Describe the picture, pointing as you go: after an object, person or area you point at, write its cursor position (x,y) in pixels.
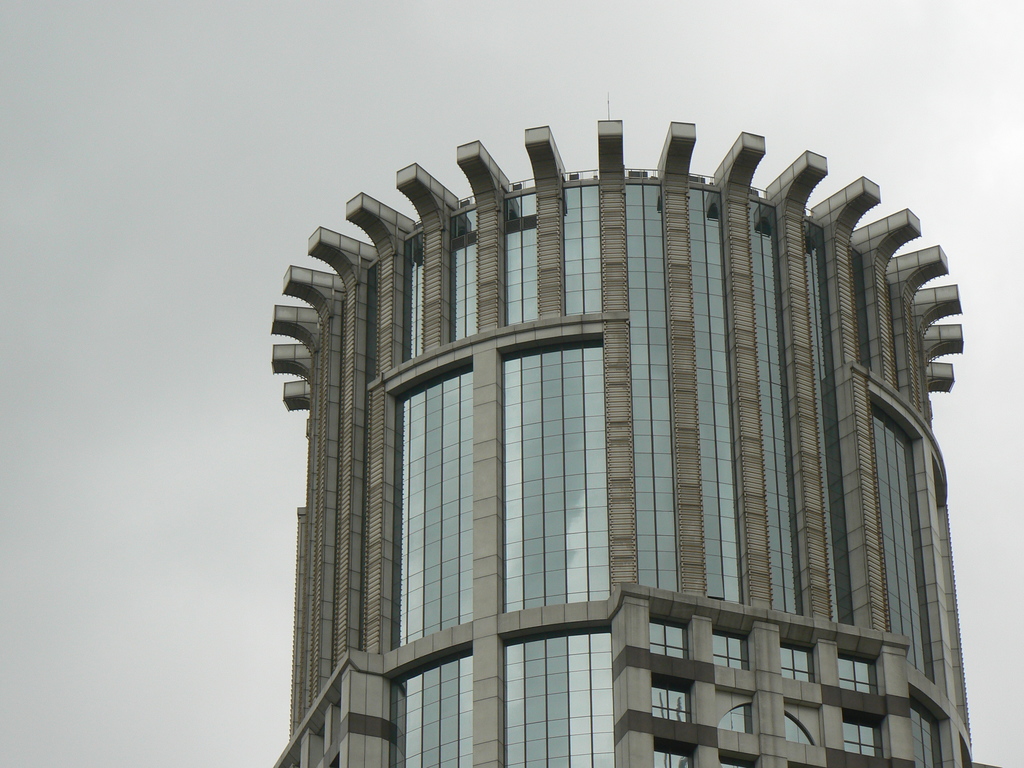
In this image there is a building (516,482). The sky (256,131) is cloudy.
